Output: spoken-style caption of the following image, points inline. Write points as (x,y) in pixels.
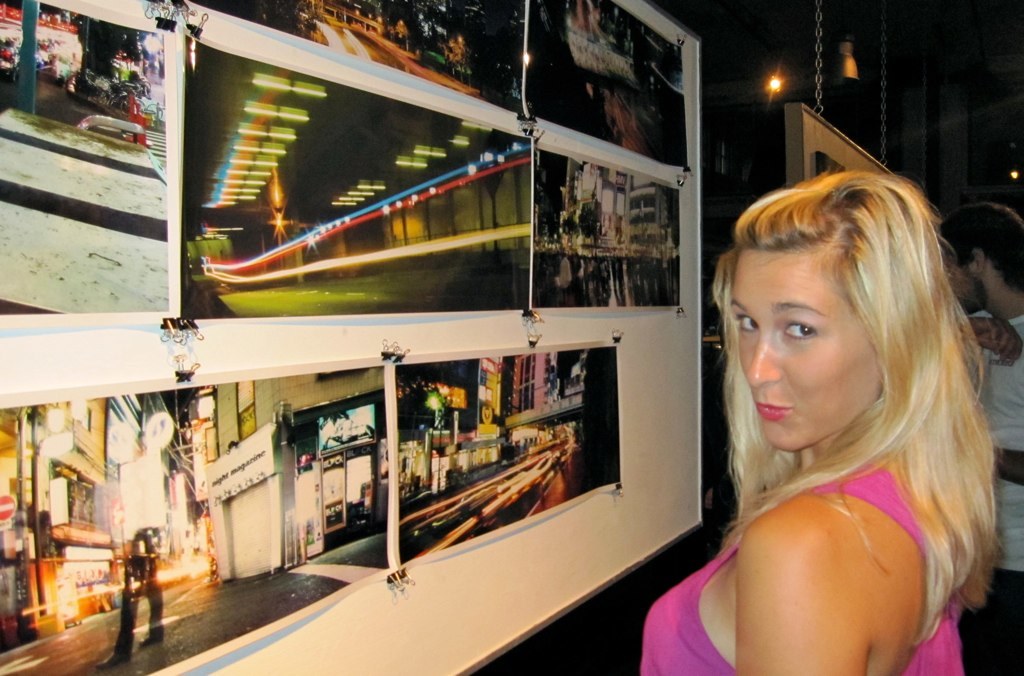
In this image I can see a person (759,528) wearing pink dress (690,641), in front (249,295) I can see few papers (259,303) attached to the board (523,579) and the board (529,544) is in white color, at the background (967,271) I can see few other persons (969,306) and a light (847,66).
